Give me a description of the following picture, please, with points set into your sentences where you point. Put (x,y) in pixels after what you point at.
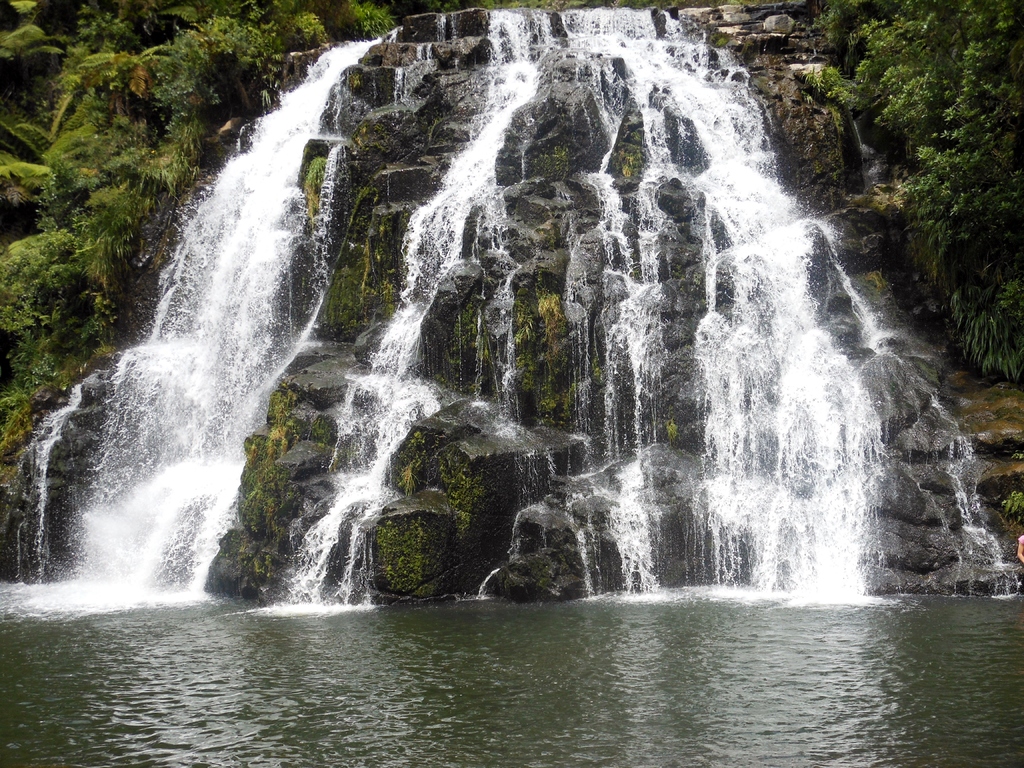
This image contains a rock (470,335) having waterfalls (414,330) over it. On both sides of rock (343,116) there are few trees (120,161). Bottom of image (689,702) there is water (1023,620). Right side (1022,538) there is a person hand (1019,562) visible.
